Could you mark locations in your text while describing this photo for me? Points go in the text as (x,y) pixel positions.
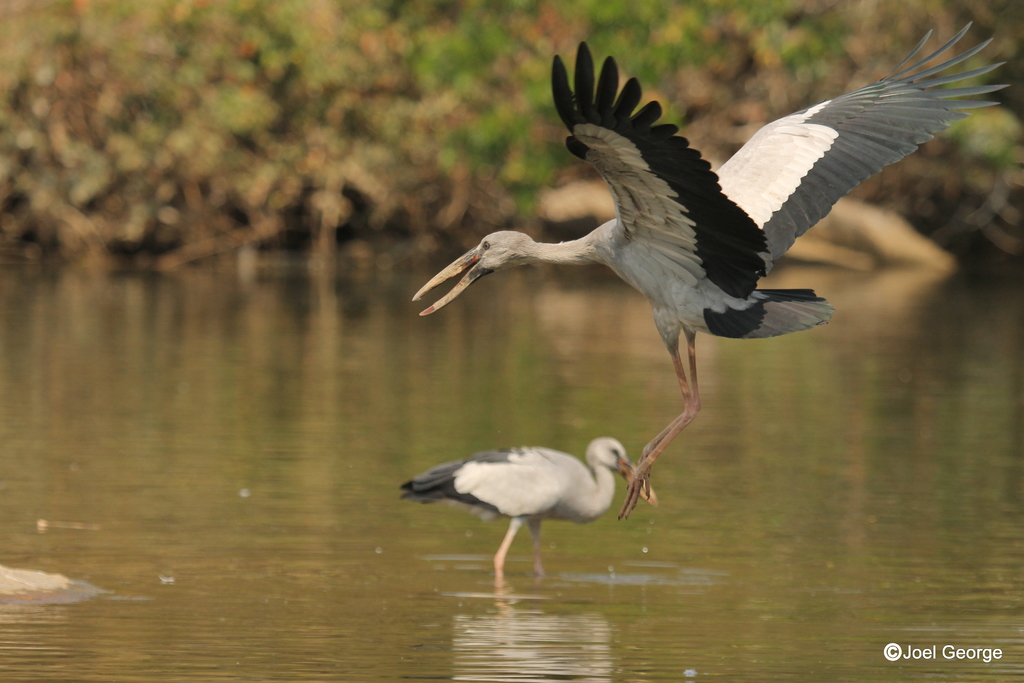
In the center of the image (490,260) there are birds (548,519). At the bottom of the image (543,593) there is water (438,610). In the background of the image (873,190) there are trees (847,33).
